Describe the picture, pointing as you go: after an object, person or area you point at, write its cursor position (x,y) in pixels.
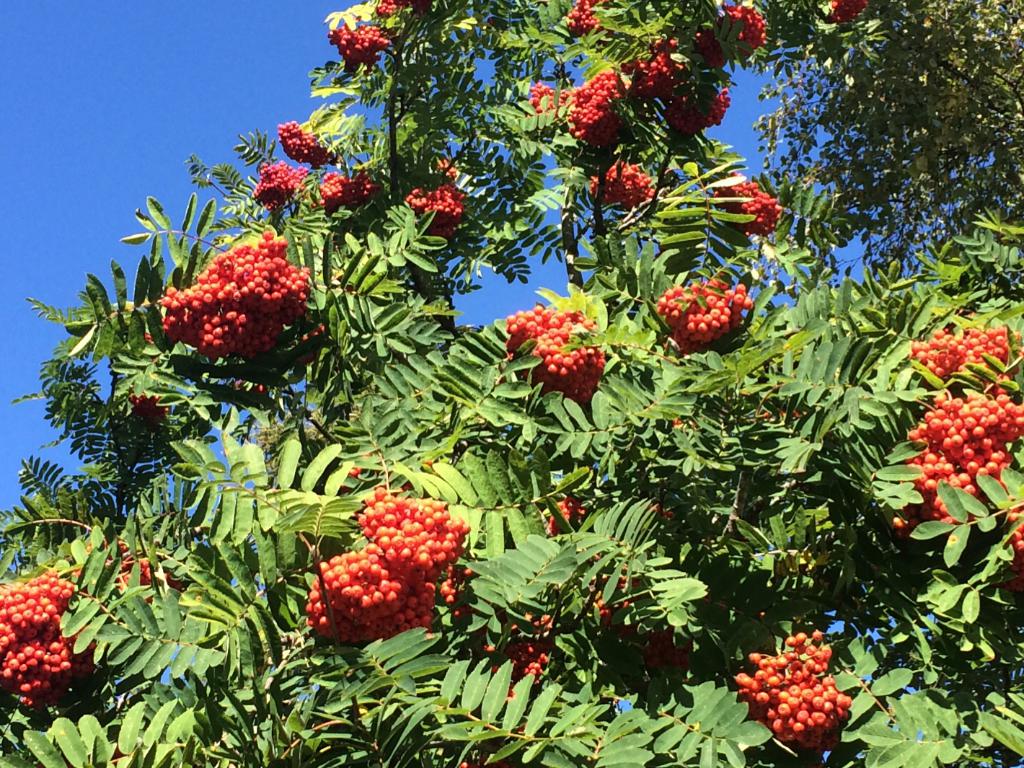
There are trees (489,471) having orange color fruits (383,535) and green color leaves (564,489). In the background (198,97), there is blue sky (183,60).
